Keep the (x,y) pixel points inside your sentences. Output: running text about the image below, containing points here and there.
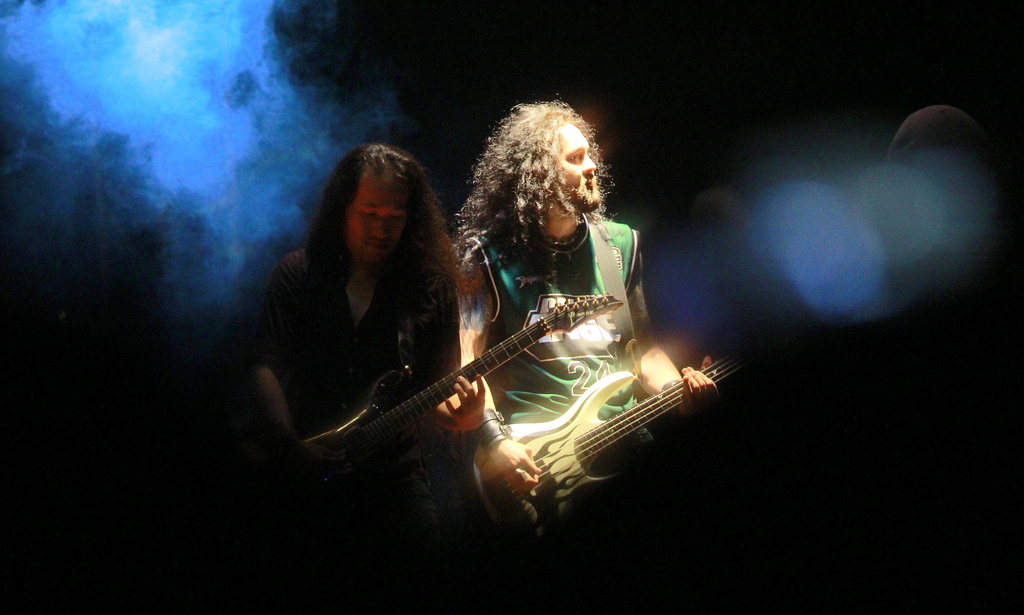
Background (304,55) is completely dark. Here we can see smoke (157,159). We can see two men (504,180) with curly long hair (409,181) standing and playing guitars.
